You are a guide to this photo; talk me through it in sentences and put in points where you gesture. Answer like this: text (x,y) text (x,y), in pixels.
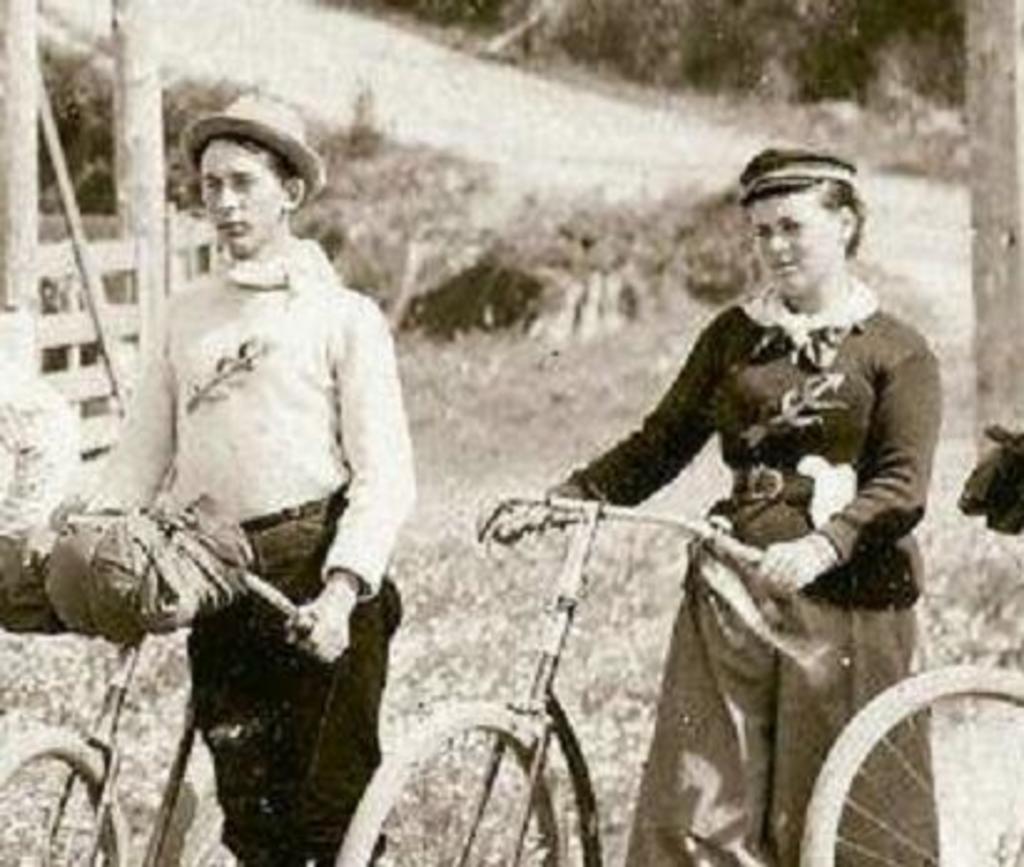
In this picture there are two persons (326,361) holding the bicycle (346,842) and in the background (495,258) there is soil (306,5) some plants (506,240) and trees (833,36).
